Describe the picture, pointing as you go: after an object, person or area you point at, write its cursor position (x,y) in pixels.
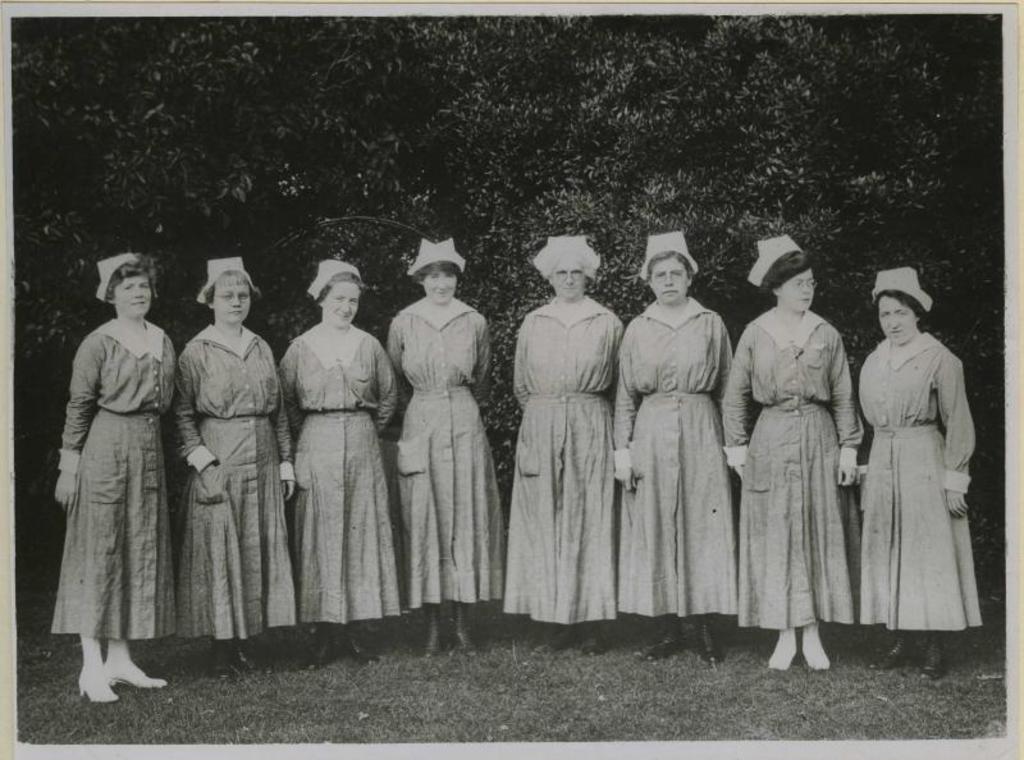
In this image I can see there are few persons (582,555) standing on grass (610,660), background (738,138) I can see trees (694,130) and the person (891,326) is smiling all are woman (96,471).
